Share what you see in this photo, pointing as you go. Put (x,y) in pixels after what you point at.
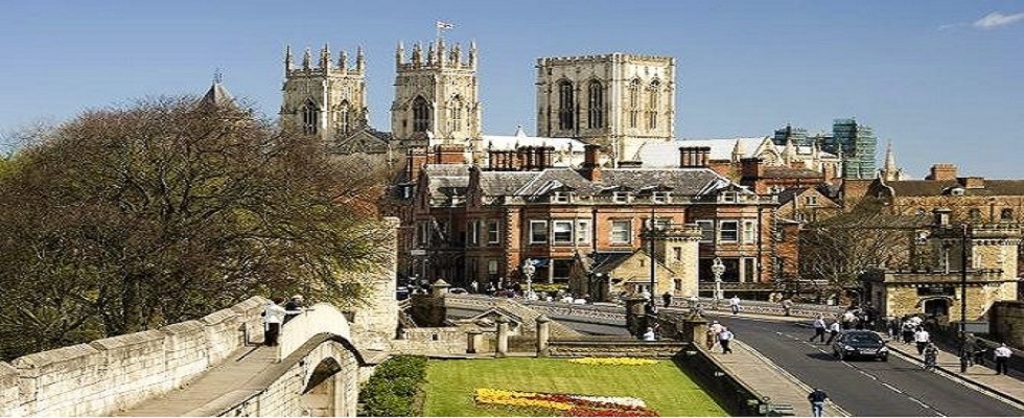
In this image, we can see so many buildings (980,299), trees (3,295), poles (963,282), walkways (179,415), plants (618,400), grass (614,385) and people (969,357). On the right side of the image (854,343), we can see a car (866,348) is on the road (903,378). Background (517,47) there is the sky (789,71).
